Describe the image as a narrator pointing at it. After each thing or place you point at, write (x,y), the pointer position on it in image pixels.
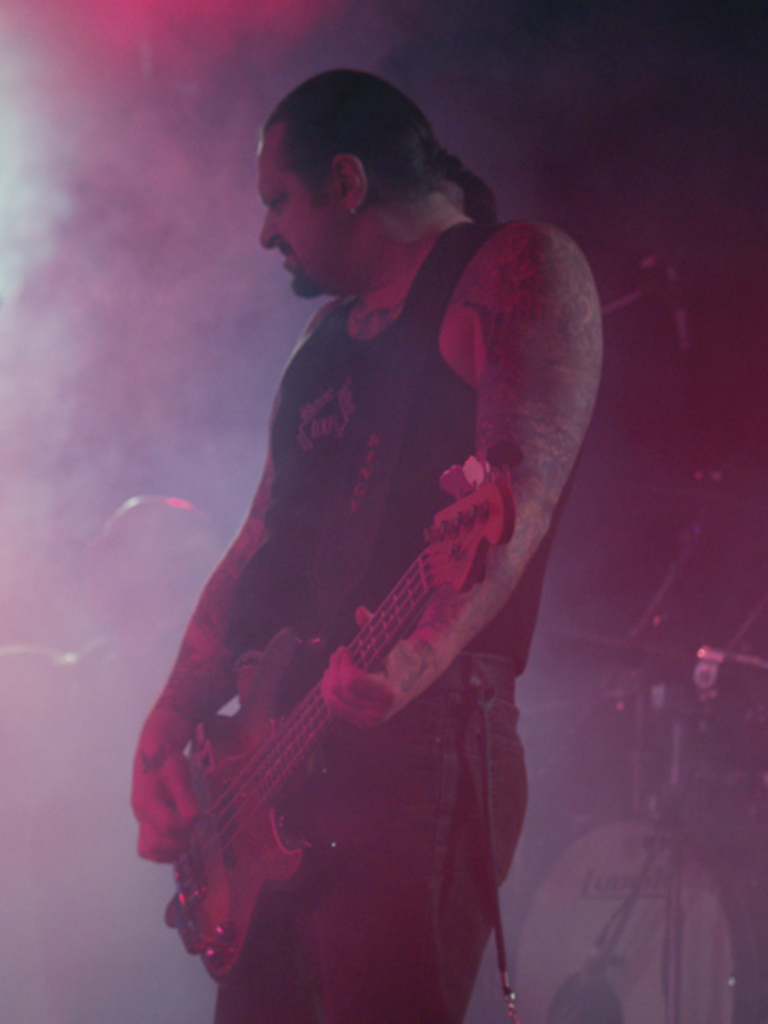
In this picture we can see a Man (328,534) Standing and playing a guitar (251,714) at background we can see there are so many musical instruments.
